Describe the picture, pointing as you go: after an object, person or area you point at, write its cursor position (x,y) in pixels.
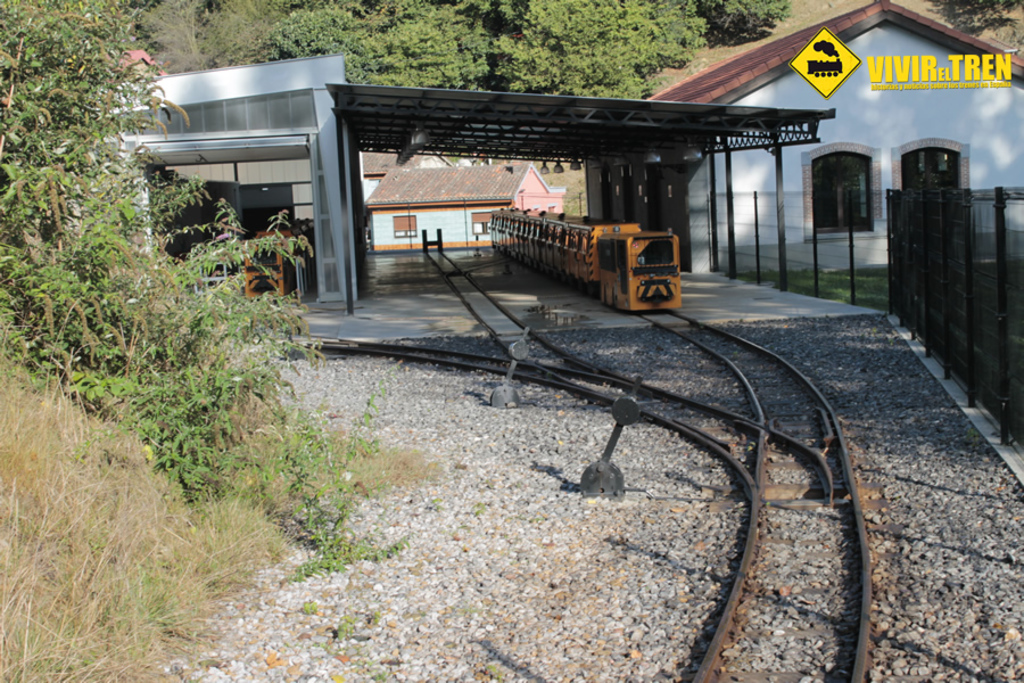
In this image we can see a train (656,234) on the track (753,444). We can also see some stones (622,548), the levers (620,476), grass (245,561), plants (301,438), a building (330,270), a roof (520,147) with some ceiling lights (405,161) and poles (346,145), some houses (382,165), the metal fence (850,248) and a group of trees (541,83).
